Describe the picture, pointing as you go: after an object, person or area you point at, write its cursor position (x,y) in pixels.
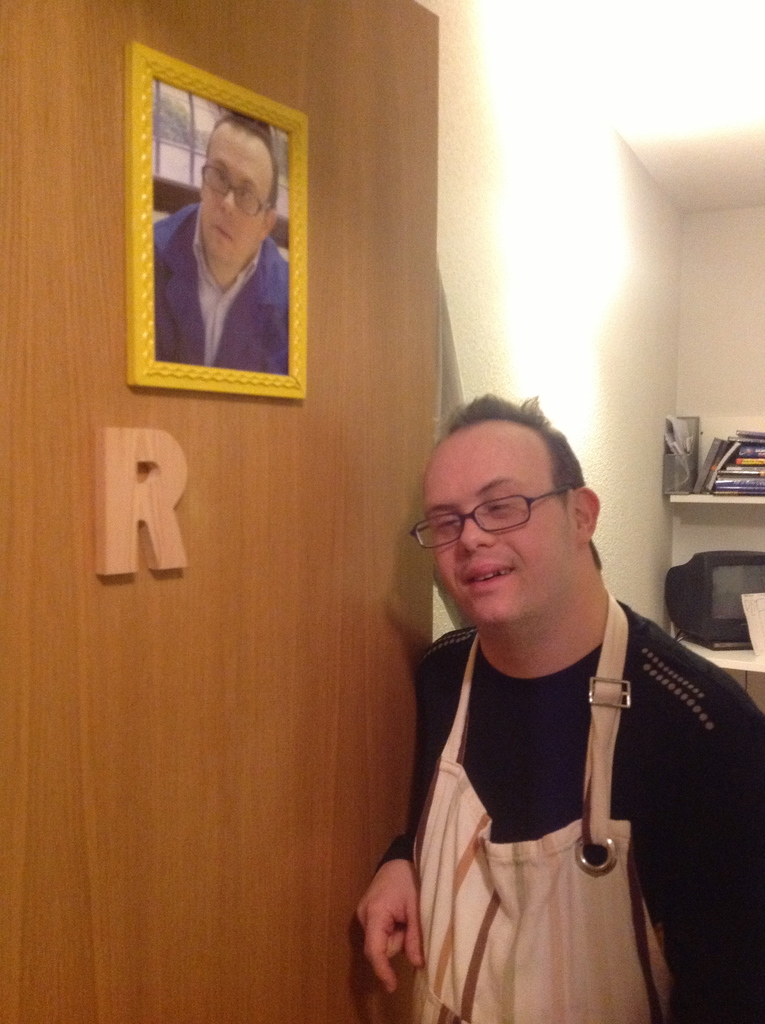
In this picture we can see a man (493,820) is standing near the door (235,736) and on the left side of the man (548,798) there is a photo (182,343) on the wooden door (185,638). Behind the man (474,761) there are books (708,490) and a television (691,568) in the shelves (718,670).
